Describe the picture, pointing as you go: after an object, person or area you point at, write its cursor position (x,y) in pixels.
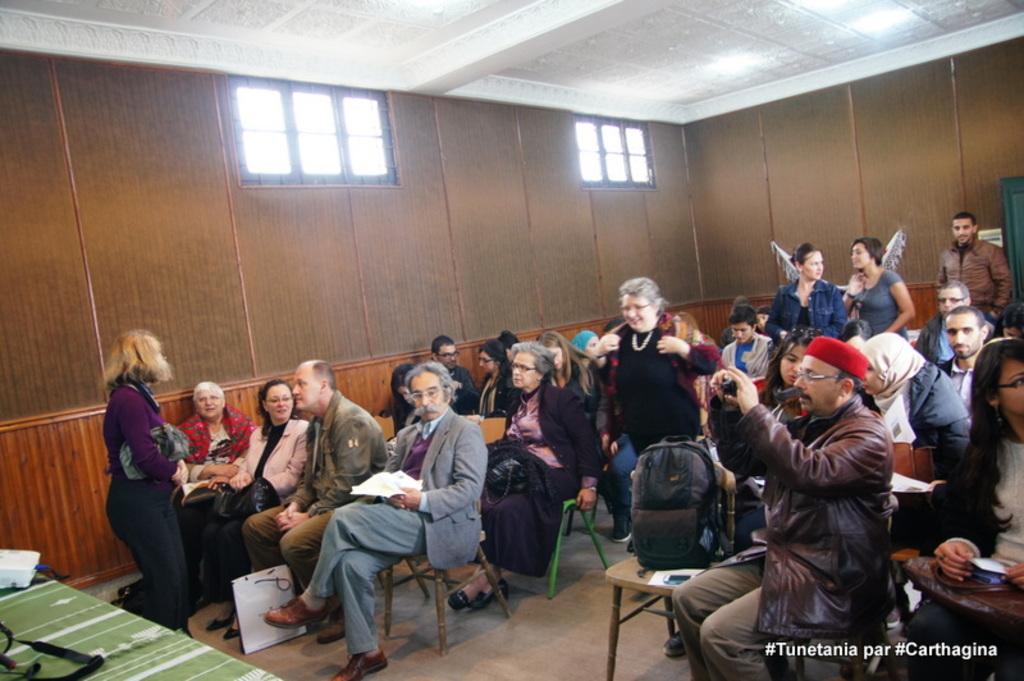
This is the picture of a room (635,667) in which there are some people (428,439) sitting on the chairs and there are some windows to the walls (341,258) and the roof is in white color.
